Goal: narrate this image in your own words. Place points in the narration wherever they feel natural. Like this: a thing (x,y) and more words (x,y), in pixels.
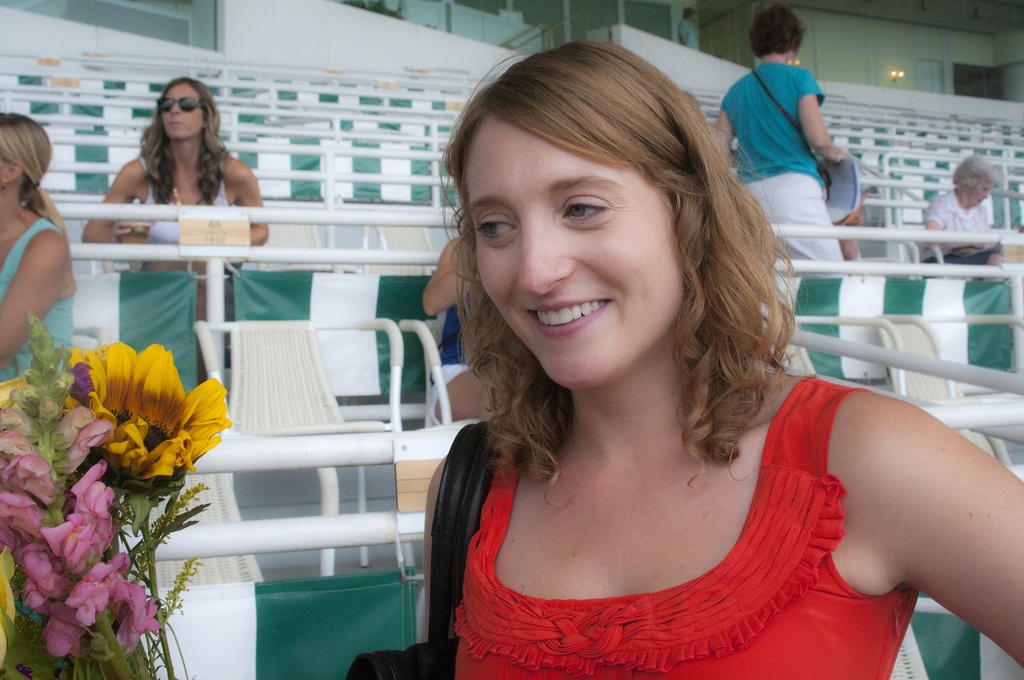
In front of the image there is a person (531,434) wearing a bag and she is having a smile on her face (621,185). Beside her there is a bouquet (64,666). Behind her there are a few people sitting on the chairs (277,345) and there are a few people (769,26) standing. There are metal rods (128,254), banners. In the background of the image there are lights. There is a wall (808,22).
